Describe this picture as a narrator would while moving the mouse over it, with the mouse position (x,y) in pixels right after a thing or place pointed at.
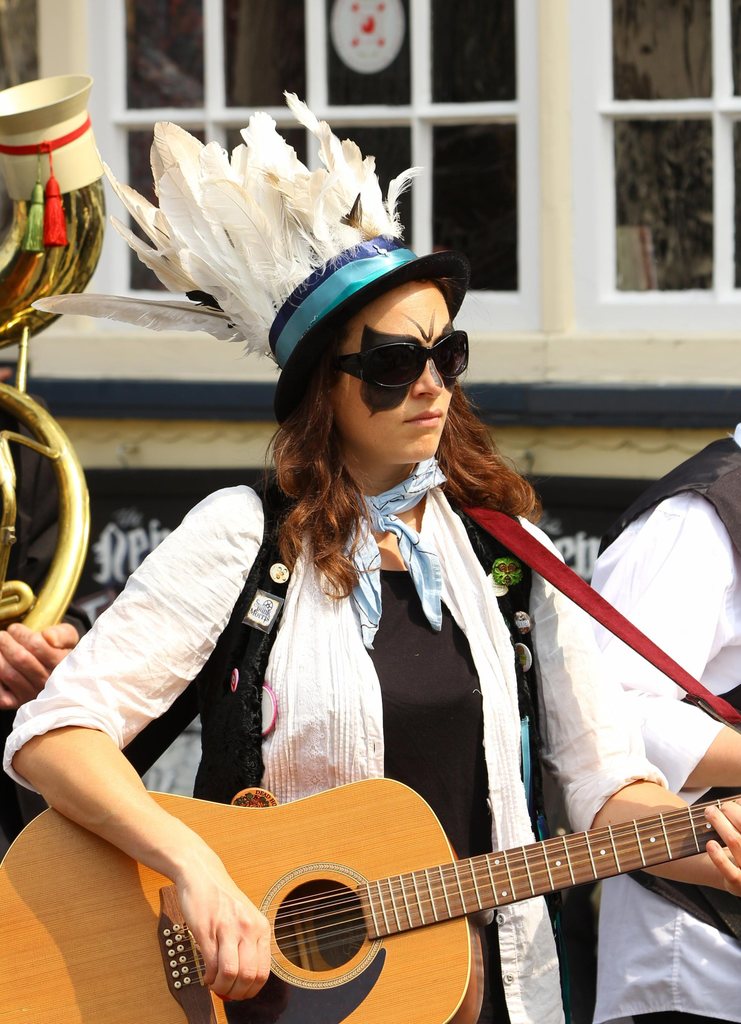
In the middle (375,657) there is a woman (354,714) she is wearing white shirt (208,605) her hair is long she is playing guitar (352,895). On the right (701,629) there is a person (609,893). In the background (363,111) there a window (529,117) and building (542,348).
